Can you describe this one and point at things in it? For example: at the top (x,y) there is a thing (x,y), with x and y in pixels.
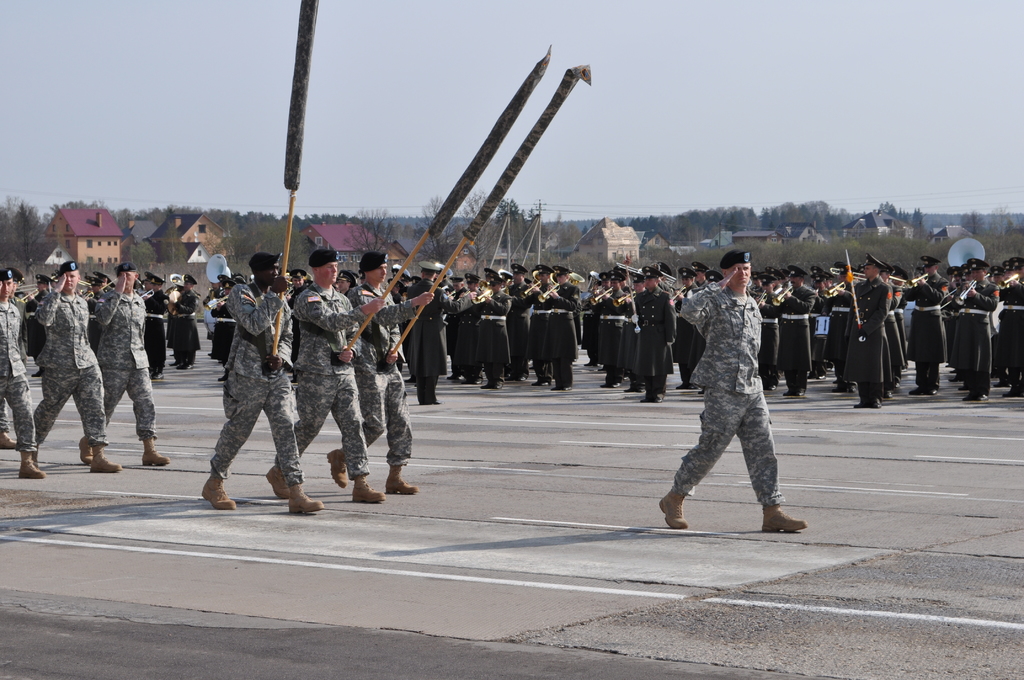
In this image we can see there are a few people (640,379) standing and playing a musical instrument (505,273) and a few people (742,306) walking on the ground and holding sticks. And at the back (612,244) we can see there are houses (121,254), trees (688,230) and the sky (755,138).
